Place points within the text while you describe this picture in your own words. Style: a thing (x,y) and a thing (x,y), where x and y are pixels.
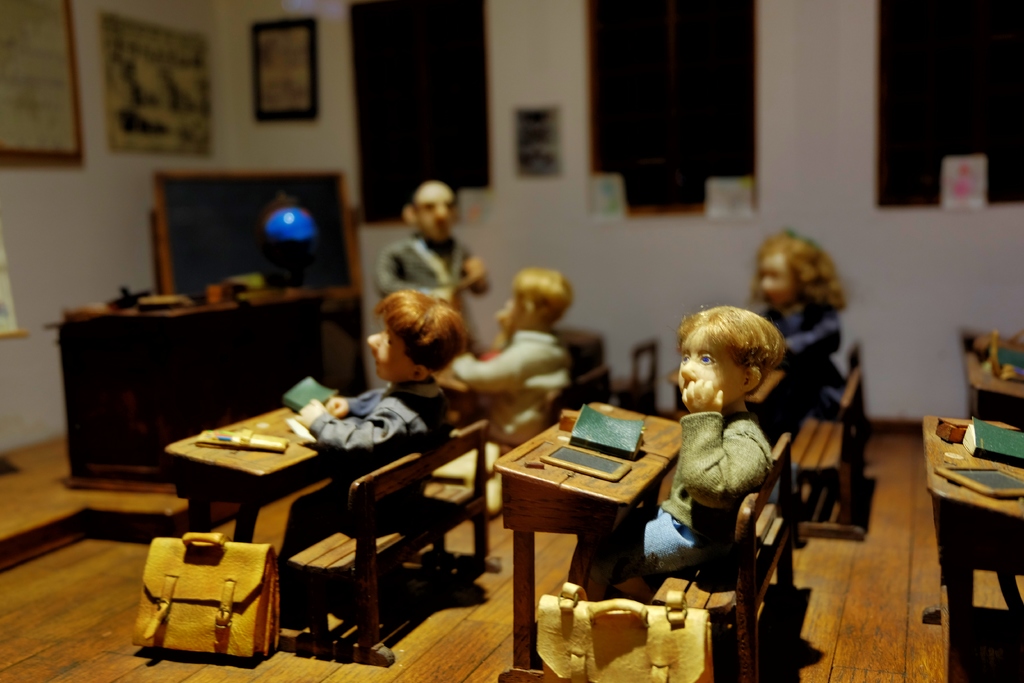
In this picture toys (707,533) are sitting on a chair (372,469). In-front of them there is a table (662,428), on a table (679,429) there are books (638,428) and slate (582,467). Beside this table (235,488) there is a bag (178,621). Far on a table (288,302) there are things (263,278) and blackboard (313,271). On wall (962,270) there are pictures (104,71). This are windows (638,100).
